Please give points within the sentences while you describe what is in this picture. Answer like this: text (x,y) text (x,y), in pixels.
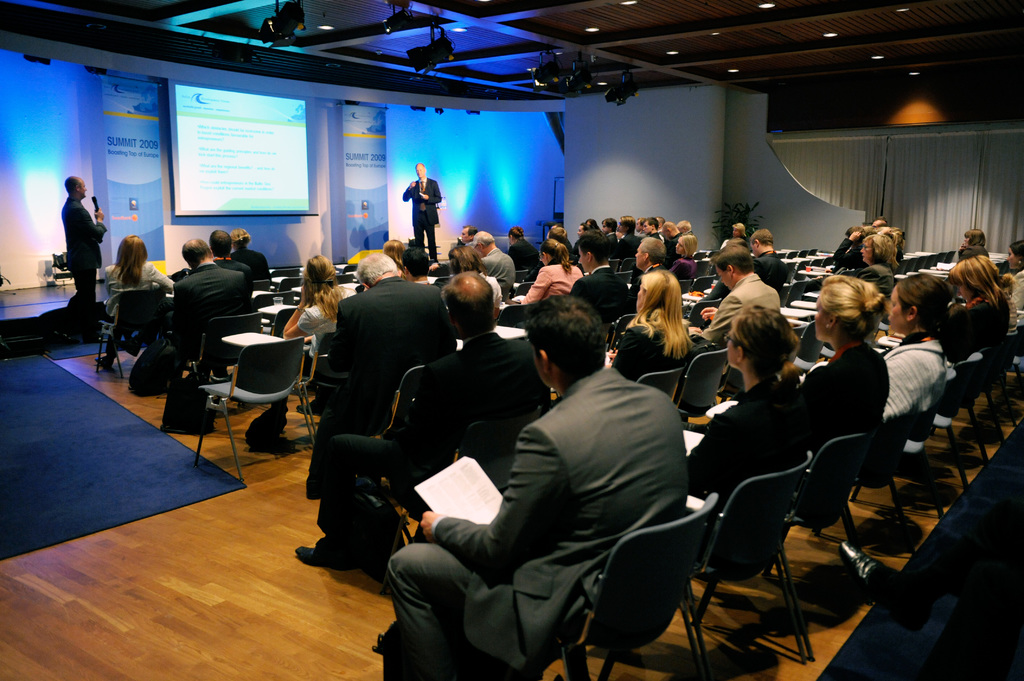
There are many people (388,363) sitting on chairs (673,372). They are holding papers (471,474). In the background (249,141) there is a wall (165,170) with a screen (217,151) and banner (157,183). Two persons (82,222) on the sides are holding mics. In the ceiling (385,65) there are lights (264,40). On the sides there are pillar (715,166) with curtains (902,176). On the left side (87,461) there is a blue carpet (103,473).
